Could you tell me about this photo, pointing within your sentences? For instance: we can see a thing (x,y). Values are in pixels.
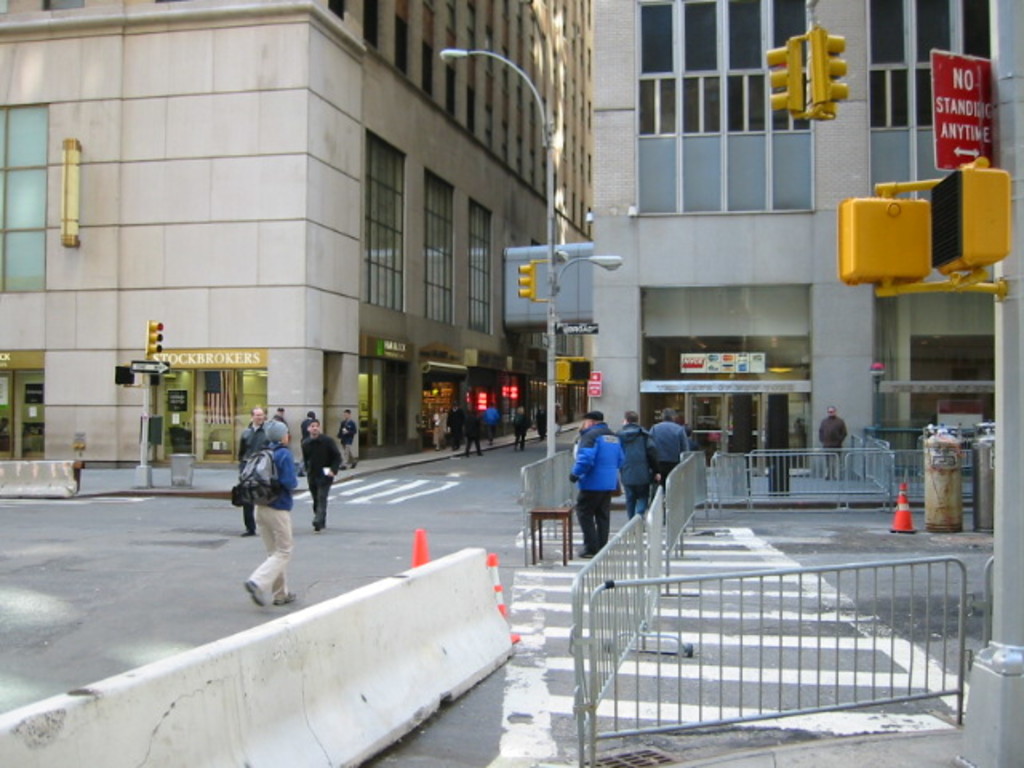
In this picture there is a man (602,499) who is wearing blue jacket (602,489) and jeans (578,503). He is standing near to the table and fencing (524,485). Besides him there are two persons (643,445) were walking on the zebra crossing (646,532), beside him we can see the traffic signals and street light (551,286). On the left (271,535) there is a boy (280,526) who is wearing bag (243,495), blue t-shirt (285,497), trouser (275,551) and shoe (261,596). He is walking near to the traffic cones (495,574) and divider (234,649). In the background (682,399) we can see many buildings (604,397) and persons (315,424). On the right (1020,435) we can see the poles (1004,502), sign boards (967,141) and traffic signals (876,240).
